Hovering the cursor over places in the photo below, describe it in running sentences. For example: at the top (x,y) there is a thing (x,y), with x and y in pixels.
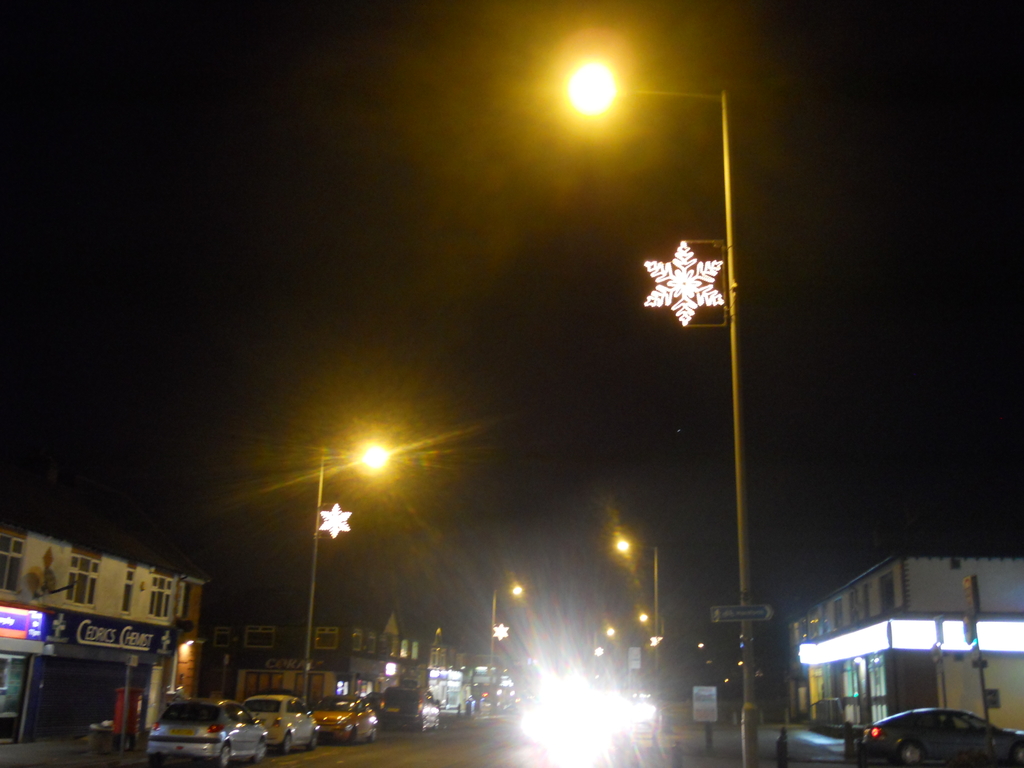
In this picture we can see a few vehicles (633,706) on the path (544,765). There are some lights (690,314) on the path (507,757). We can see some boards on the poles (747,729). There are a few houses (853,640) in the background (927,664).
